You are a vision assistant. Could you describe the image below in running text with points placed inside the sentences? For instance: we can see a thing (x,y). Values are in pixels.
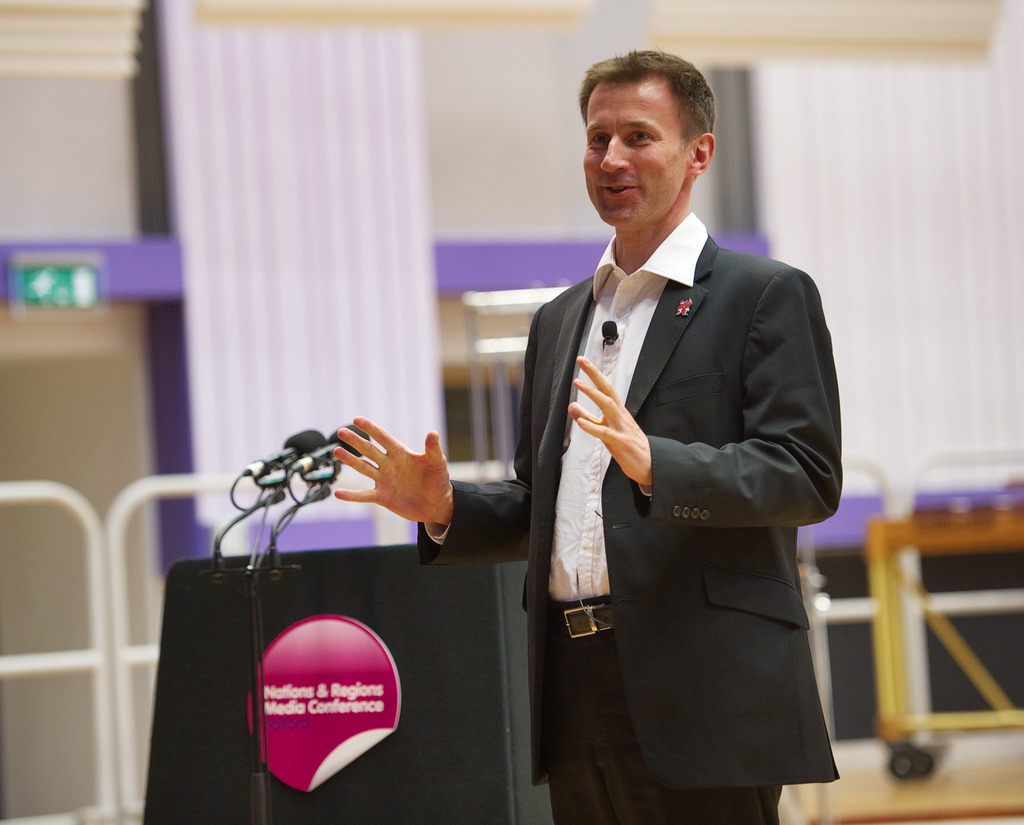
There is one man (628,413) standing and wearing a black color blazer (676,561) as we can see in the middle of this image (550,492). There is a Mic (261,474) and a stand (392,633) at the bottom of this image (331,668). There is a fence (234,480), curtain (262,345) and a wall (141,411) in the background (173,279).
